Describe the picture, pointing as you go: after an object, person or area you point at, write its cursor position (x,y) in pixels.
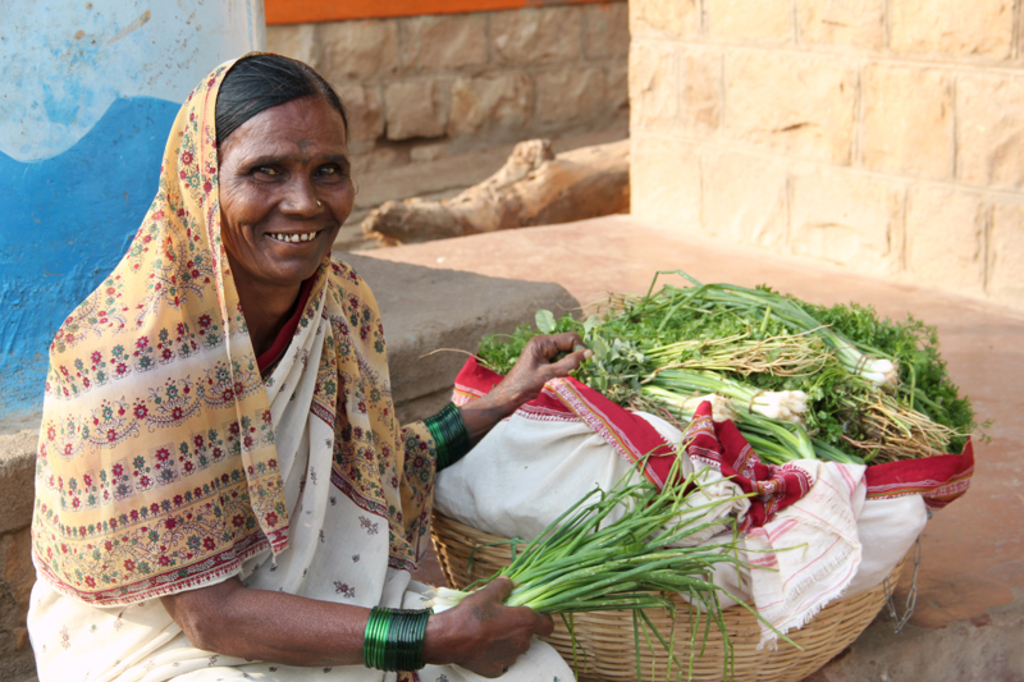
In this image we can see a woman (297,531) sitting on the ground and holding a bunch of leafy vegetables (526,582) in her hand (468,647). There is a basket (679,624) beside her and in that we can see bunches of leafy vegetables (695,400) wrapped in a cloth (723,474).
